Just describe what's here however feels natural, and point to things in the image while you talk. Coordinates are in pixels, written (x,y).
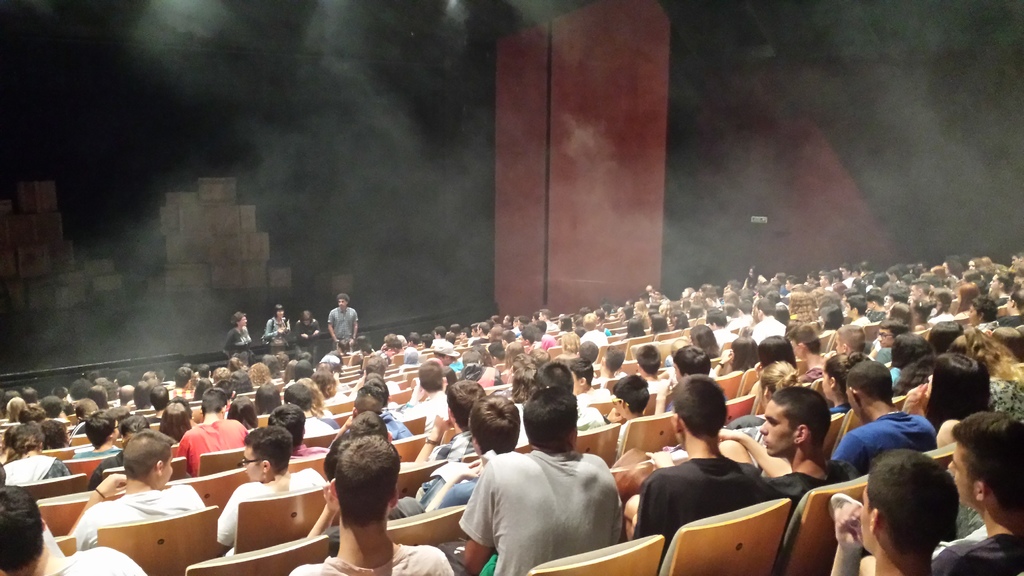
In this picture we can see a group of people (417,406) sitting on chairs (174,471) and in front of them we can see four people (348,319) standing, boxes (165,218), pillar (554,224) and some objects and in the background (360,93) it is dark.
